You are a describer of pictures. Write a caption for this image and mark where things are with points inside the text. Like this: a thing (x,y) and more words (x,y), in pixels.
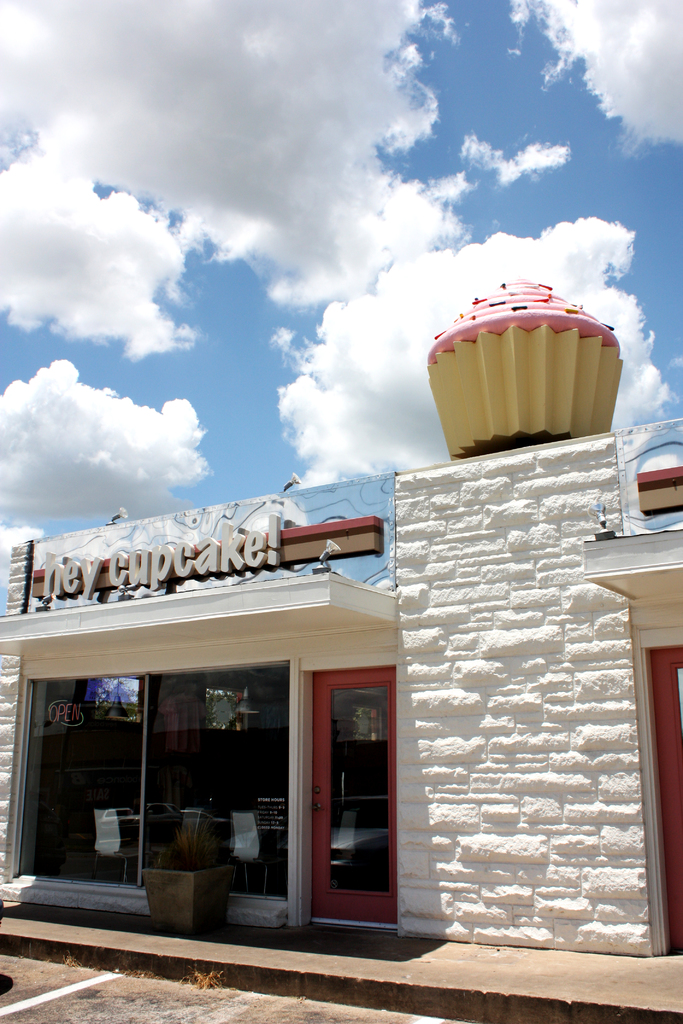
In this image I can see the ground (89,1000), a flower pot (163,928) and a building (434,792) which is white in color. I can see the glass door (198,773) through which I can see few chairs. On the top of the building (495,608) I can see a structure (513,383) which is in the shape of cupcake. In the background (225,315) I can see the sky (237,256).
